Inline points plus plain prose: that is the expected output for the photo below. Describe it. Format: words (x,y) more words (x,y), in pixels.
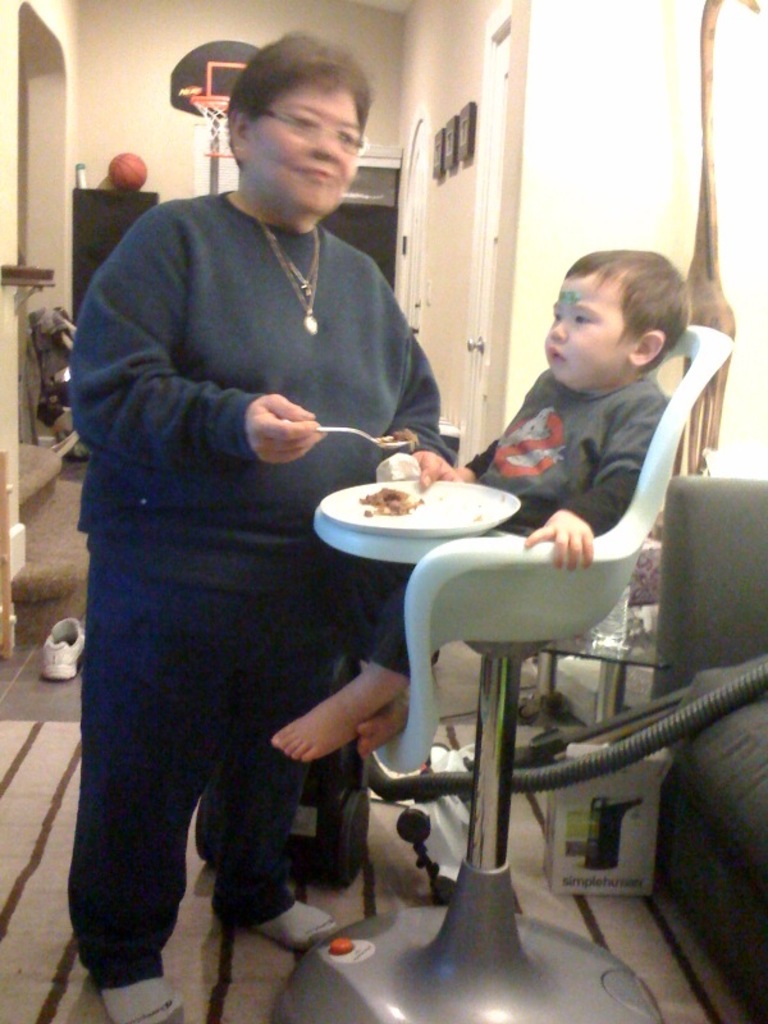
In this picture there is a lady (168,1014) who is standing at the center of the image (402,343) and a boy (683,291) who is sitting at the right side of the image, the lady (435,421) is feeding the boy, and there is a door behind the lady (332,398).
